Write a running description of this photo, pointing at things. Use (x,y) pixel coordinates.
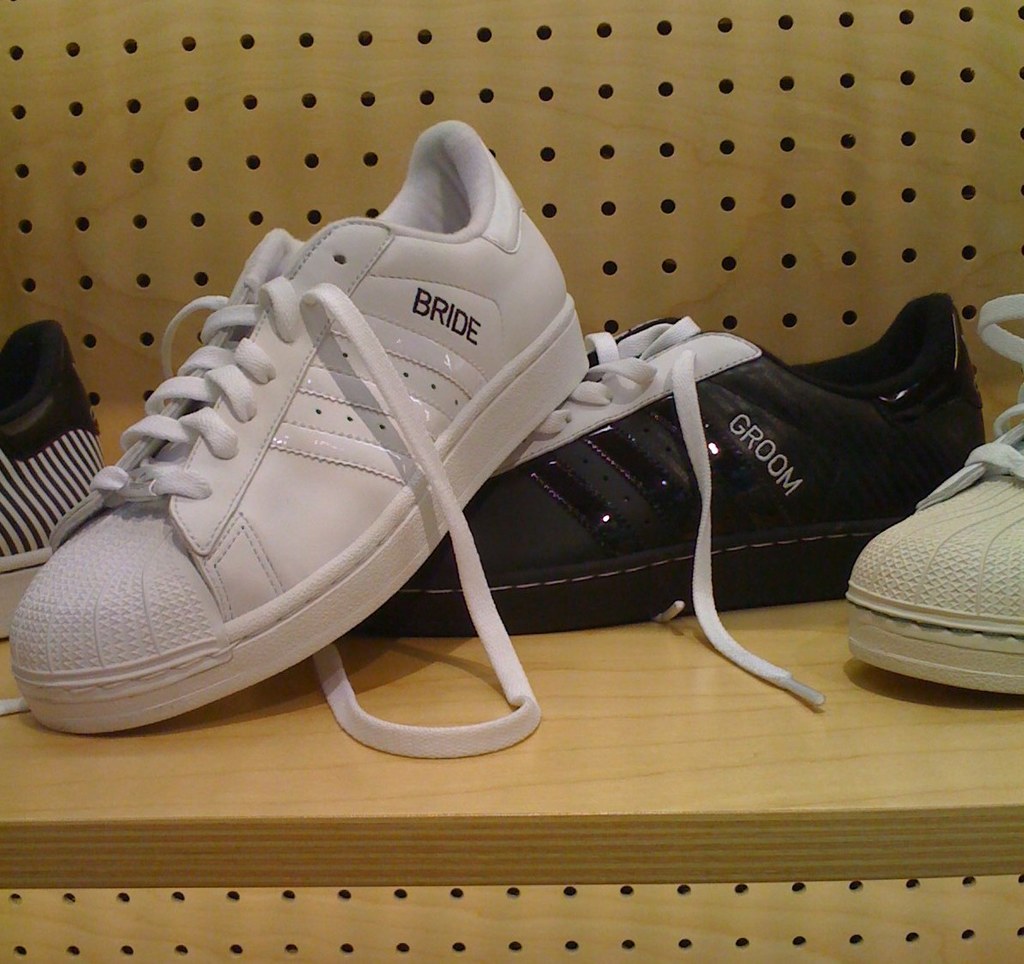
In this image I can see the cream colored desk (632,773) and on it I can see few shoes (416,578) which are white, black and cream in color. I can see the cream colored surface (826,147) in the background (674,137).
